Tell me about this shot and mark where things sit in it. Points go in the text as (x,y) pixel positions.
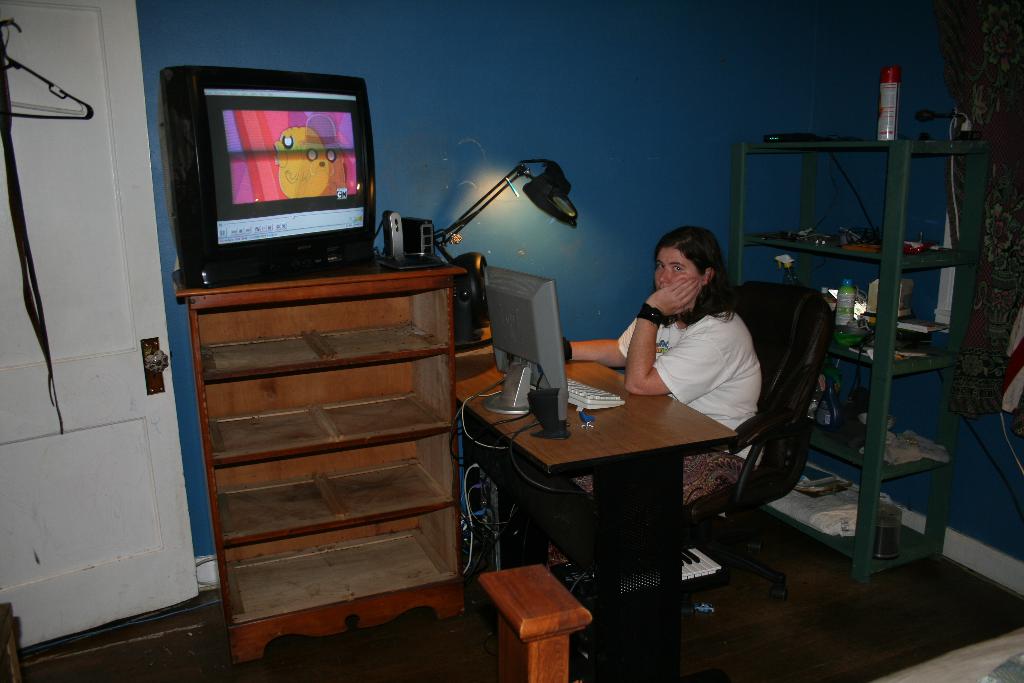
In this picture we can see a person (755,388) is seated on the chair (731,497), in front of the person (588,343) we can find a monitor (518,283), keyboard (570,401) and other things (552,391) on the table (573,443), also we can find a television (262,179), speakers (474,264) and a light (487,195), behind the person (722,487) we can find few things (897,125) in the racks (876,376), on the left side of the image (149,288) we can see a door (112,254).
